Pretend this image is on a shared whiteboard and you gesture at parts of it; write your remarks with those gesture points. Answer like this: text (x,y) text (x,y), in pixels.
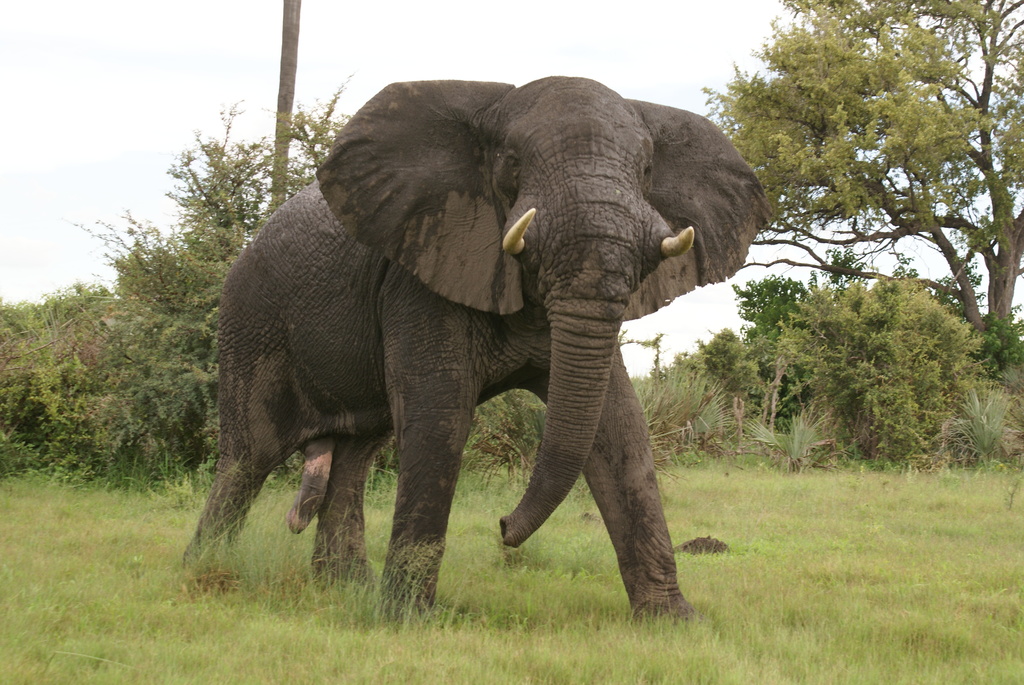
Here in this picture we can see an elephant (465,235) present on the ground (380,643) and we can see the ground (552,642) is fully covered with grass (191,511) and we can also see plants (516,470) and trees (784,216) present and we can see the sky (836,225) is cloudy.
